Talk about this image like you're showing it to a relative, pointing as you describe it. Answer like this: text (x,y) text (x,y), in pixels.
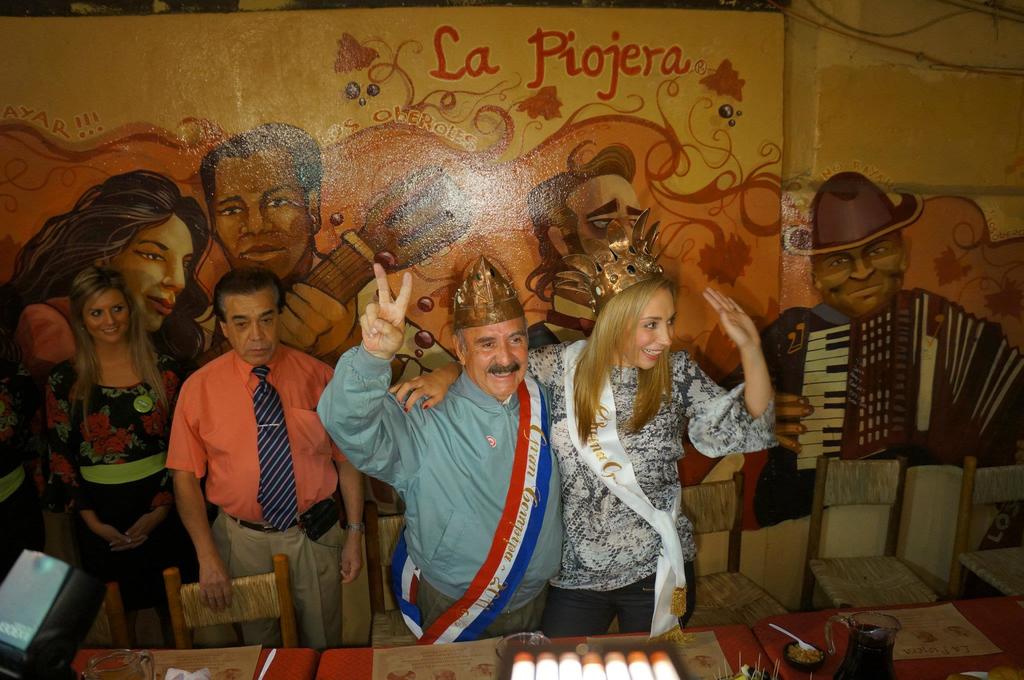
In this picture, we see two men (351,457) and two women (121,324) are standing. The man (491,451) and the woman (662,422) are wearing the crowns (646,271) on their heads (634,287) and they are smiling. In front of them, we see a table (740,646) on which glass jar (875,666), a bowl (803,666), spoon (795,641), glass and some other objects (747,663) are placed. In the left bottom (61,583), we see an object (76,616) in grey and black color. Beside that, we see a chair (287,623). Behind them, we see many chairs (825,561). In the background (609,203), we see a wall (509,112) which is painted with yellow and orange color. We even see the paintings (267,221) of the man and the woman (178,221).
